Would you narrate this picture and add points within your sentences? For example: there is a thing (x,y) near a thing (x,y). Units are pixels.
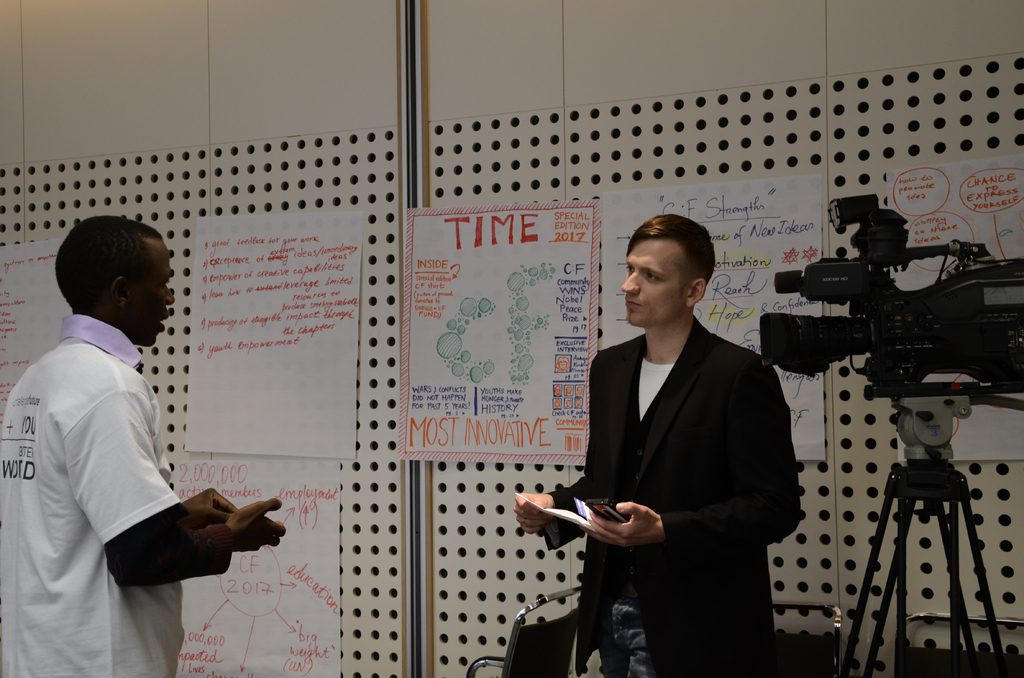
There is one person (130,427) standing and wearing a white color shirt (83,482) on the left side of this image (100,483), and there is one other person (667,432) standing in the middle (651,417) is wearing a black color blazer (672,446) and holding an object (586,520). There is a camera (897,348) on the right side of this image (914,396), and there is a wall (259,138) in the background (575,157). We can see there are some posters (548,249) attached to it. There are some chairs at the bottom of this image (523,647).
